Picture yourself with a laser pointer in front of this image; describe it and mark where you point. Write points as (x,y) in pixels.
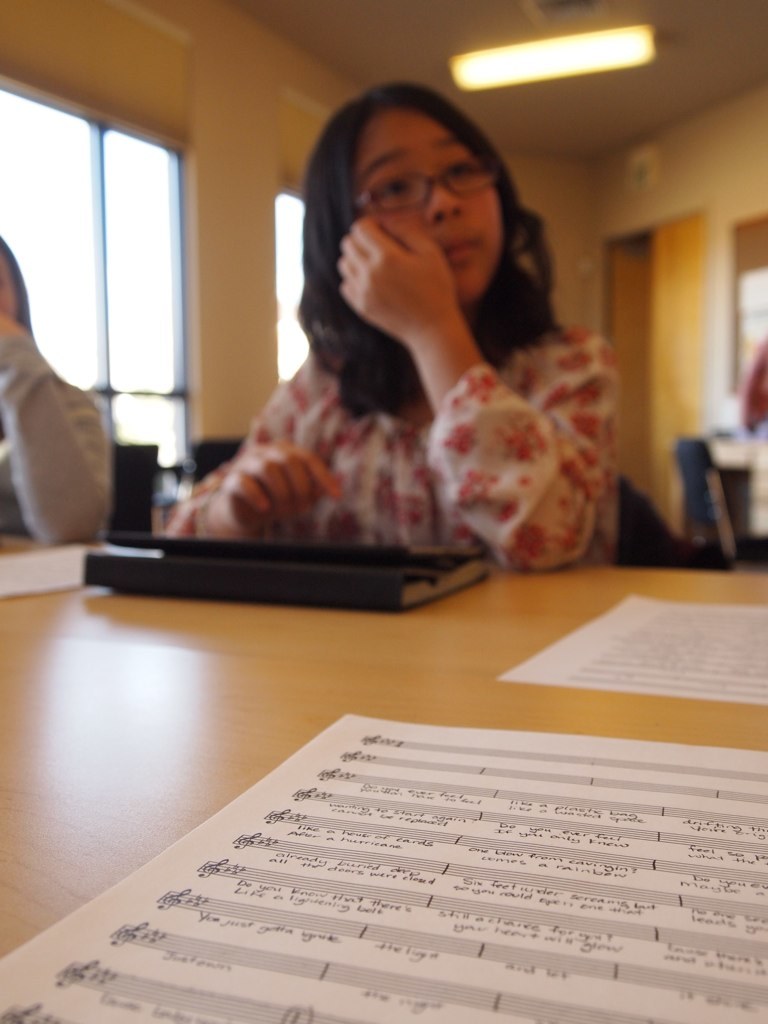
A woman (505,310) is sitting on the chair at the table (413,697). On the table (336,635) there are papers (543,774), book (317,579). In the background (235,228) there is a wall (258,169), window (121,299) and curtain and light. On the left (57,465) a person (86,494) is sitting on the chair (138,506).
